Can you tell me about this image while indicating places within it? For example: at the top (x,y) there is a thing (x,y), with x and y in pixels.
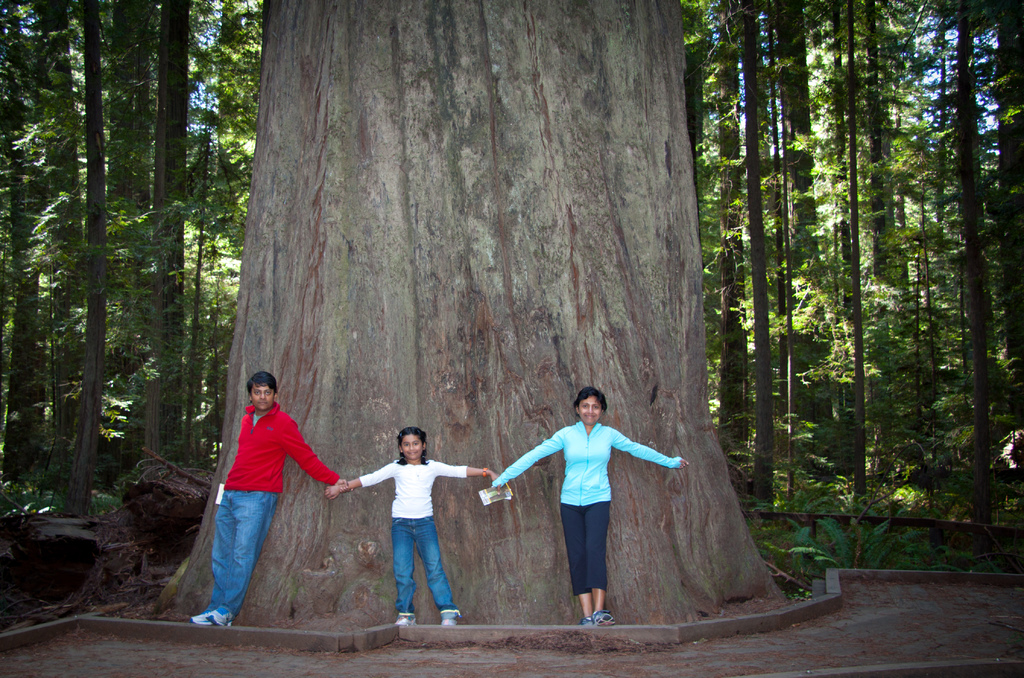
In this image we can see two girls (573,506) and a boy (232,500) are standing. Behind them, we can see a big bark (435,279) of a tree (602,241). In the background (936,208), we can see trees (763,143) and the sky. We can see a pavement (93,666) at the bottom of the image (741,634).
